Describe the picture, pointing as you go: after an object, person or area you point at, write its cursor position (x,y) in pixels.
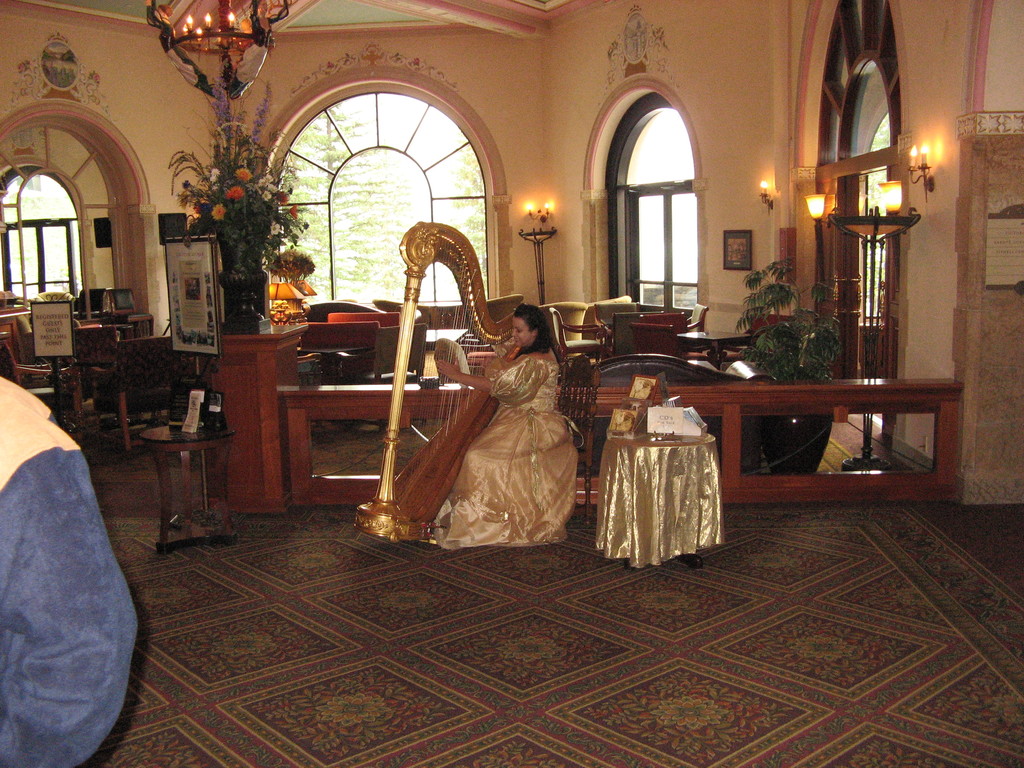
This person (472,500) sitting on the chair (557,401) and playing musical instrument (483,400). Behind this person (511,398) we can see wall (567,50), glass window (636,230), lights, chairs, tables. This is floor (562,678). From this glass window (361,215) we can see trees (343,180).
